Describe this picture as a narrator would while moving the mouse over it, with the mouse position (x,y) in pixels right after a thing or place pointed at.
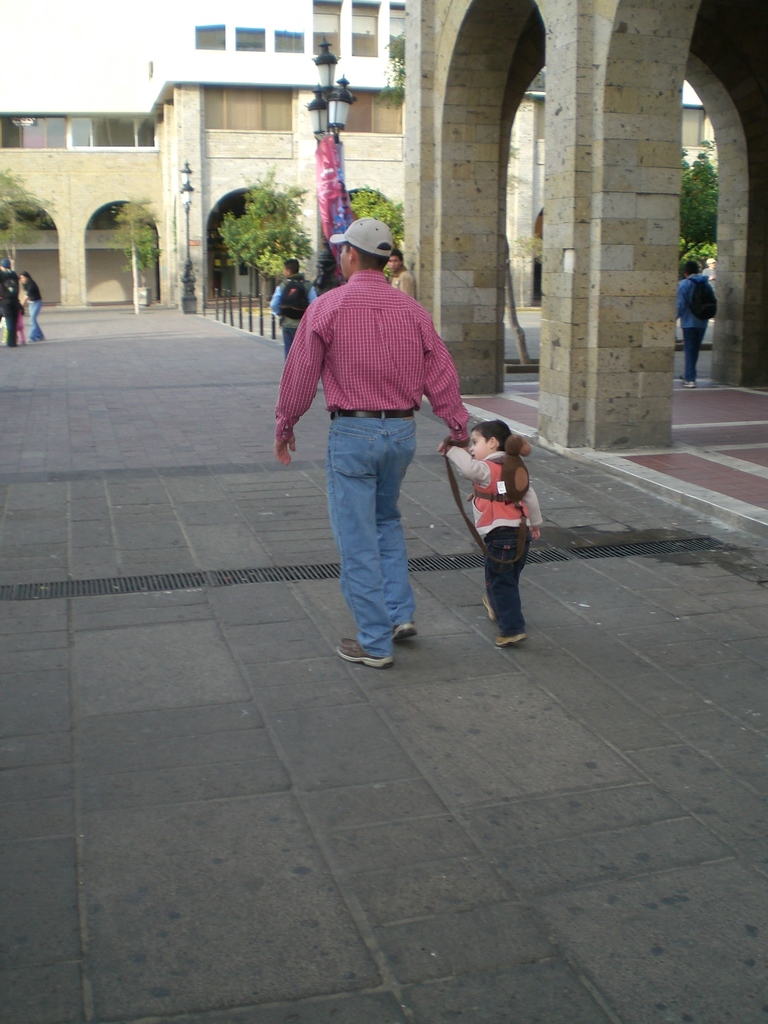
In this picture I can see few people (682,314) standing and couple of them (349,476) walking and I can see buildings (635,304) and few pole lights (325,135) and I can see trees (252,231) and a cloudy sky (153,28).
